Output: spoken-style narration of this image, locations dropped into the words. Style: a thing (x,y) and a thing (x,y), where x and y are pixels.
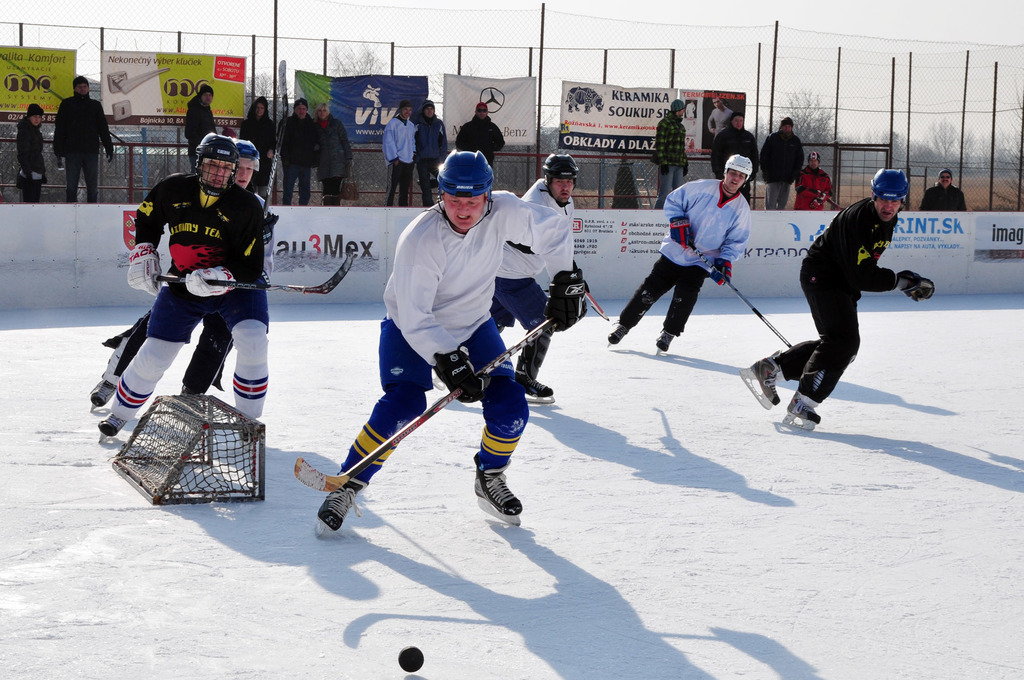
In this picture we can see a group of people (489,431) standing on the ground (666,500), they are holding sticks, here we can see a ball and in the background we can see persons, fence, banners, poles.
